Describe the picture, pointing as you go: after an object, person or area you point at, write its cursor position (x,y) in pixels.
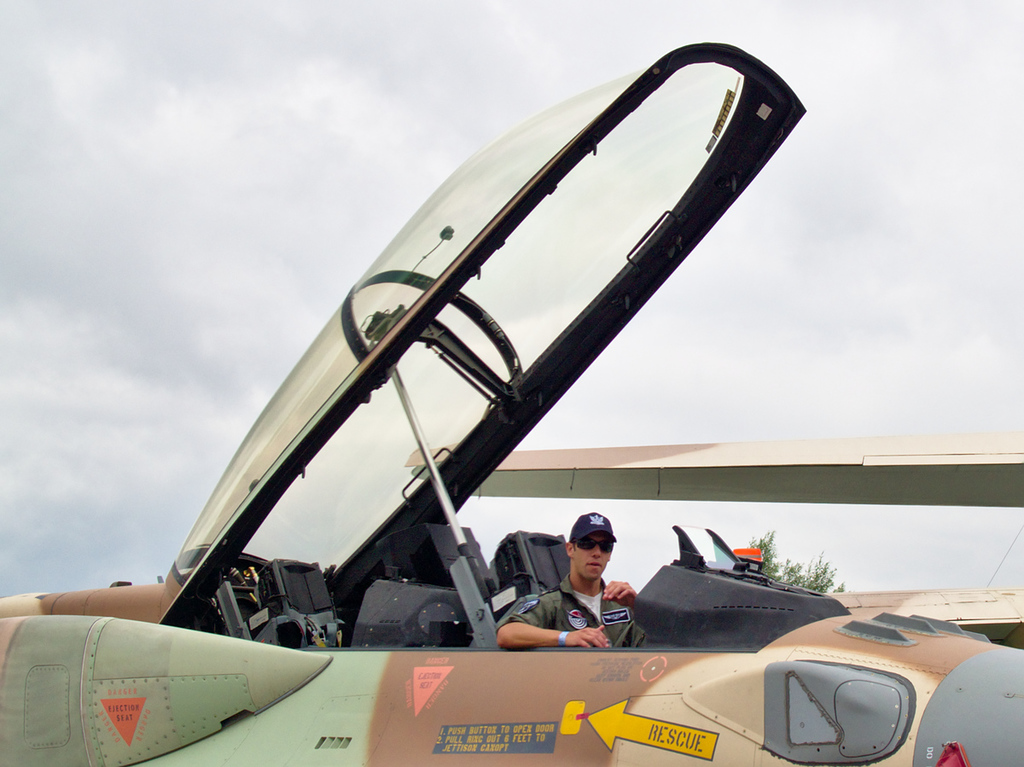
In this picture we can see airplanes (971,442), tree (803,583) and a man (574,545) wore a cap (604,538) and goggles (587,540) and in the background (172,304) we can see the sky (760,247) with clouds (22,578).
